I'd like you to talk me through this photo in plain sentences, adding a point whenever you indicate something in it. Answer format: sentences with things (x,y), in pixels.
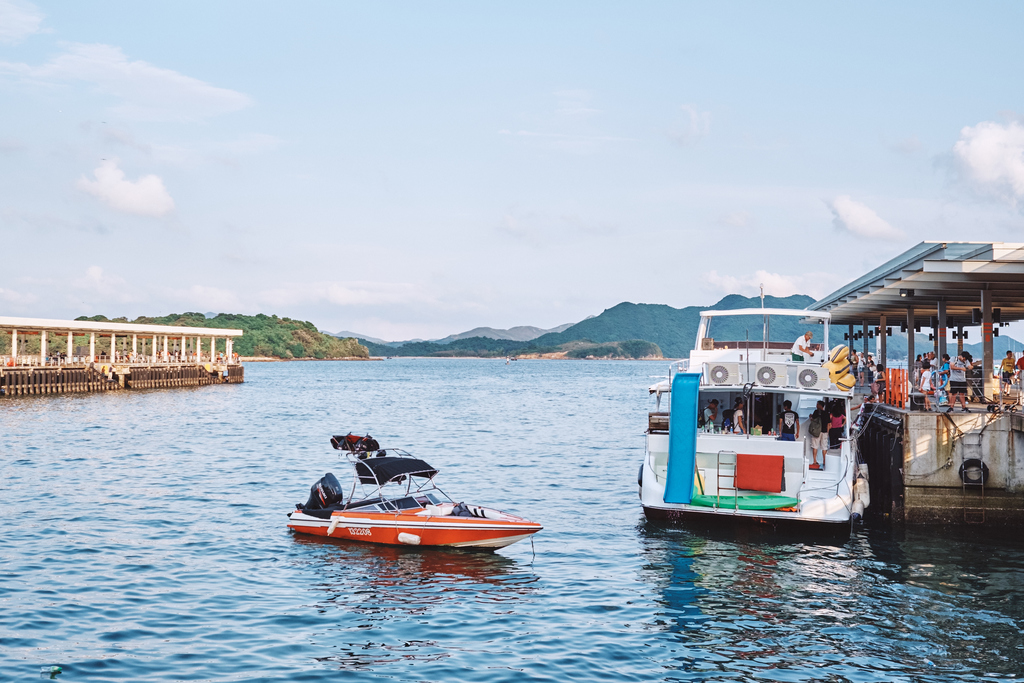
In this picture I can see the water (607,391) in front (26,631), on which I can see 2 boats (711,449) and on the right side of this picture (962,370) I can see few people (924,379) on a thing (980,412) and I see few rods (864,343). I can also see few people (811,421) on the boat (708,433). In the background (363,325) I can see the mountains (556,327) and the sky (604,169). On the left side of this image (183,358) I can see few pillars (15,337).
